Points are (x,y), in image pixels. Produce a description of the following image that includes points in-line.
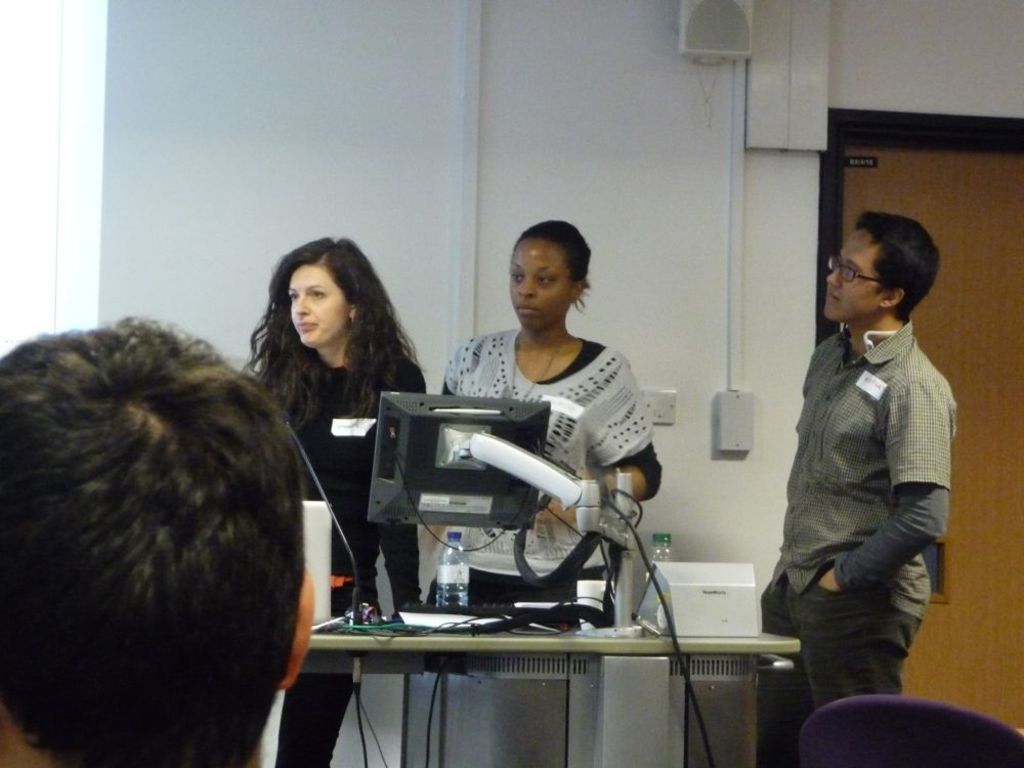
In this image I see 2 women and a man (881,556) standing over here, In front (554,690) there is table (313,648) on which there are 2 bottles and few things (323,600) on it. I also see there is a person's head (176,377) over here. In the background (179,283) I see the wall (231,269) and the door (1011,444).
